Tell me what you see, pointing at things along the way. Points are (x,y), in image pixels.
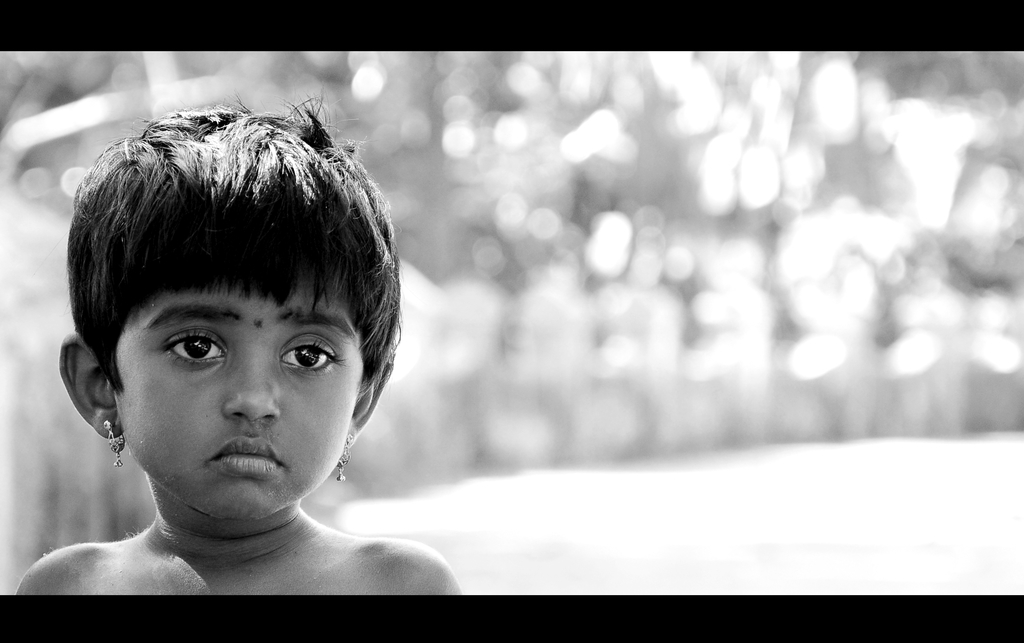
As we can see in the image on the left side (256,378) there is a girl (251,339) and the background (1005,461) is blurred.
